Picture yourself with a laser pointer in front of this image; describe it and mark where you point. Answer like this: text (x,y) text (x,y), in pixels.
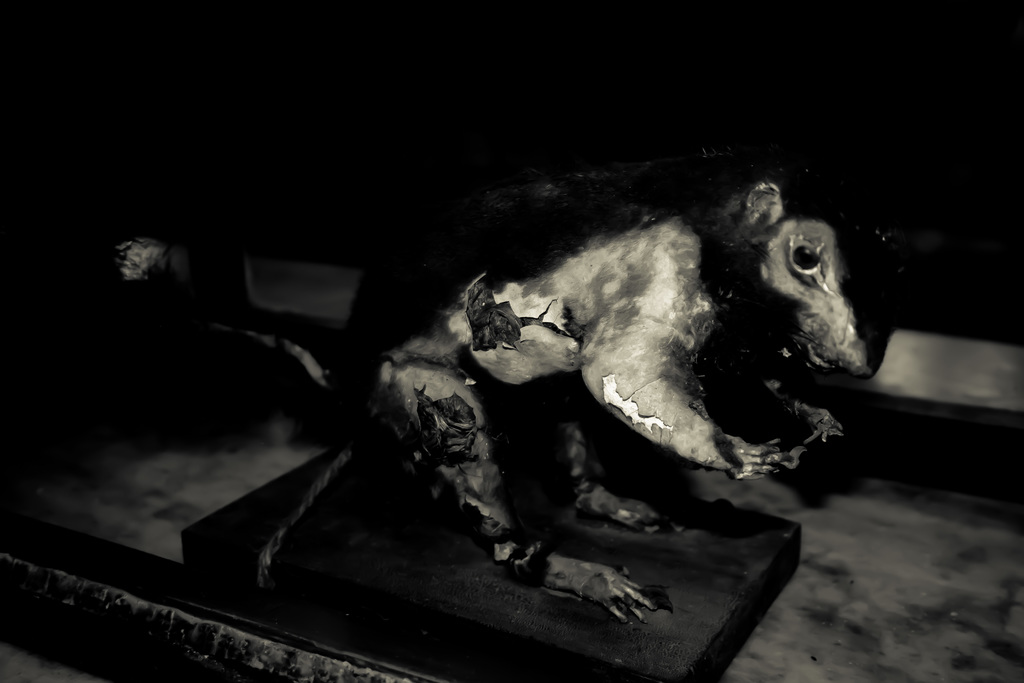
This is a black and white pic. In this image we can see the sculpture (458,384) of an animal (439,345) on a platform (577,539). In the background (516,407) the image is dark.
